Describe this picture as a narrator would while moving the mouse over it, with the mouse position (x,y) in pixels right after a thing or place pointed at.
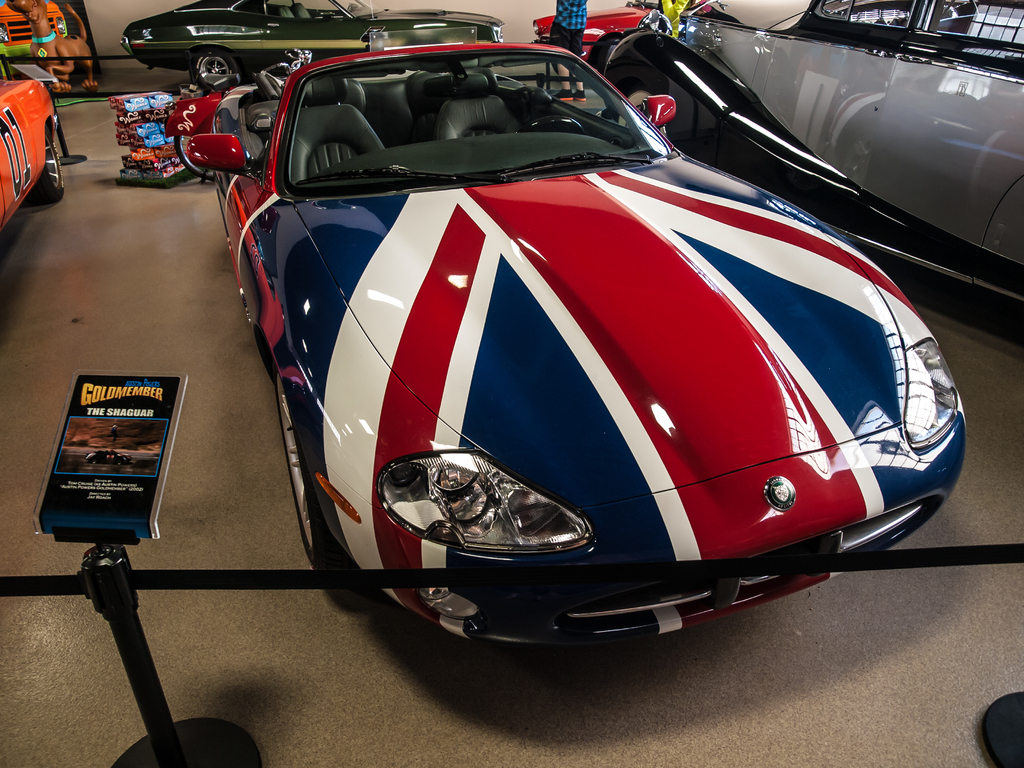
In this image there are vehicles (548,42), people (574,31), boards (121,515), stands (121,531) and objects (154,119). On the board (138,490) there is an image of a car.
